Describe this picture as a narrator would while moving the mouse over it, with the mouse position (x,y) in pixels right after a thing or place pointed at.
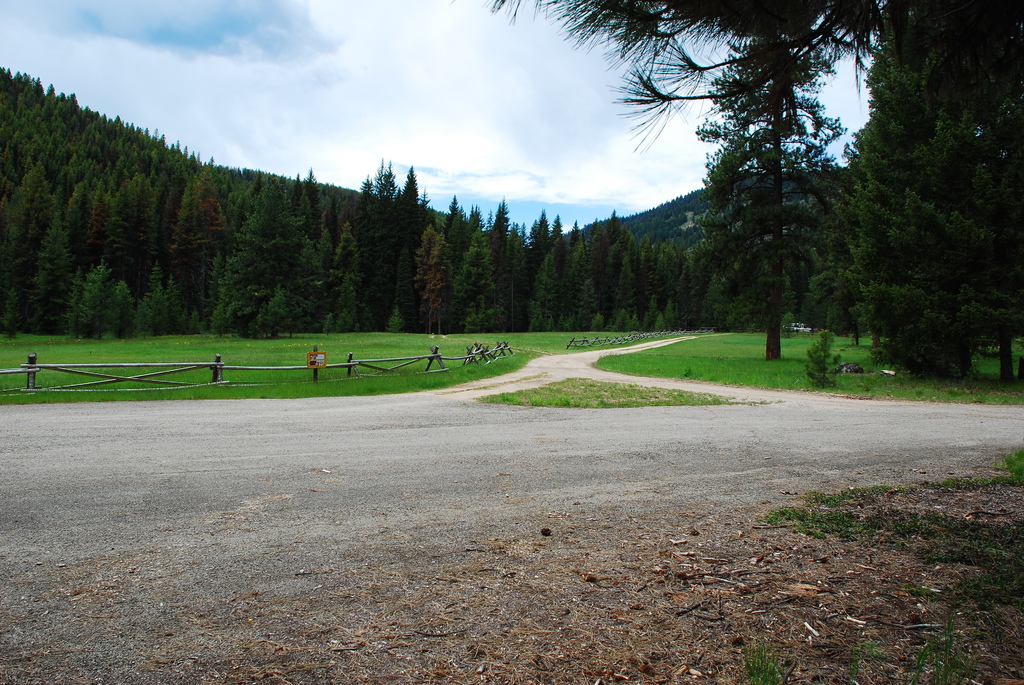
In this image there is a road (789,395), in the background (70,389) there is wooden railing (328,364) and grassland (527,361), trees (720,275), mountain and the sky (496,67).
